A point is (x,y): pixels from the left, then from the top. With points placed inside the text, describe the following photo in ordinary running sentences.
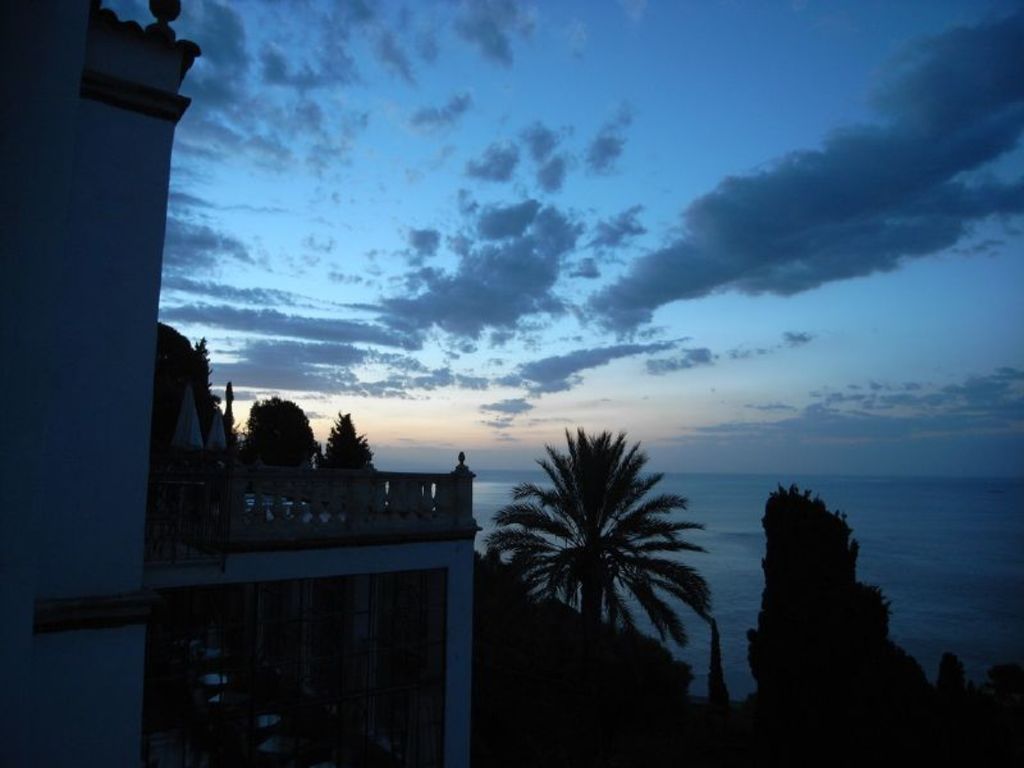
In this image, I can see a building (262,564), trees (801,655) and the sea (870,521). In the background (603,306), there is the sky (520,227).
